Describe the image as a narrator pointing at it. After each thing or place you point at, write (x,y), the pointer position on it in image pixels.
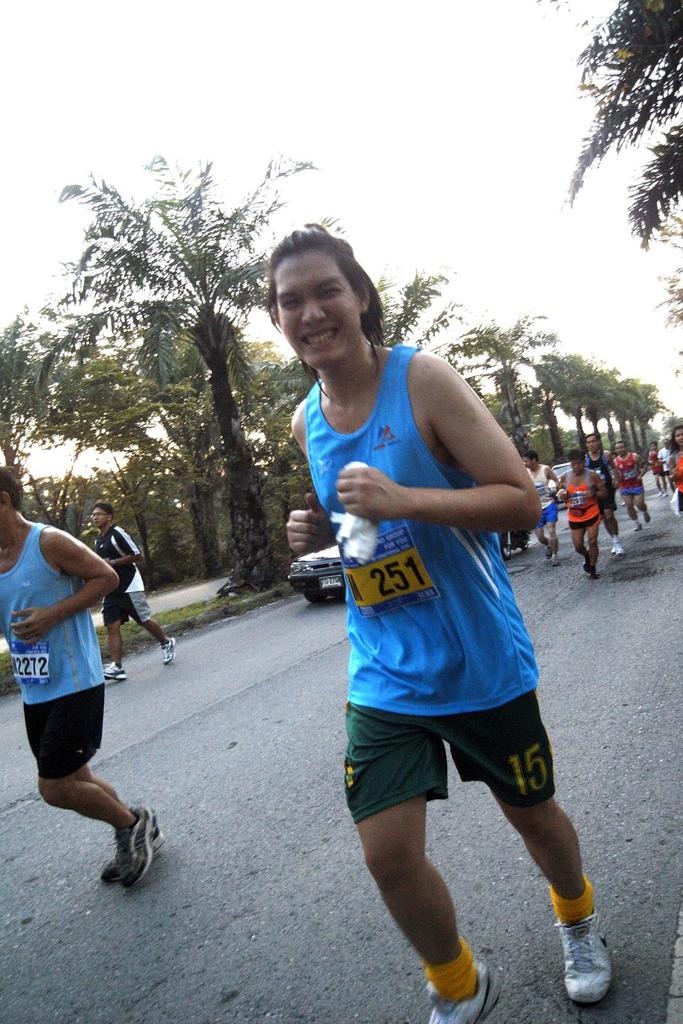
In front of the picture, we see a man (520,755) is jogging. At the bottom (290,929), we see the road (352,932). On the left side (106,608), we see two men (89,647) are jogging. Behind them, we see a car (300,579). On the right side (676,441), we see the people (580,553) are jogging or running. Behind them, we see a car (557,475). In the right top (624,16), we see the trees (643,196). There are trees (681,296) in the background (243,395). At the top (304,187), we see the sky (432,213).
